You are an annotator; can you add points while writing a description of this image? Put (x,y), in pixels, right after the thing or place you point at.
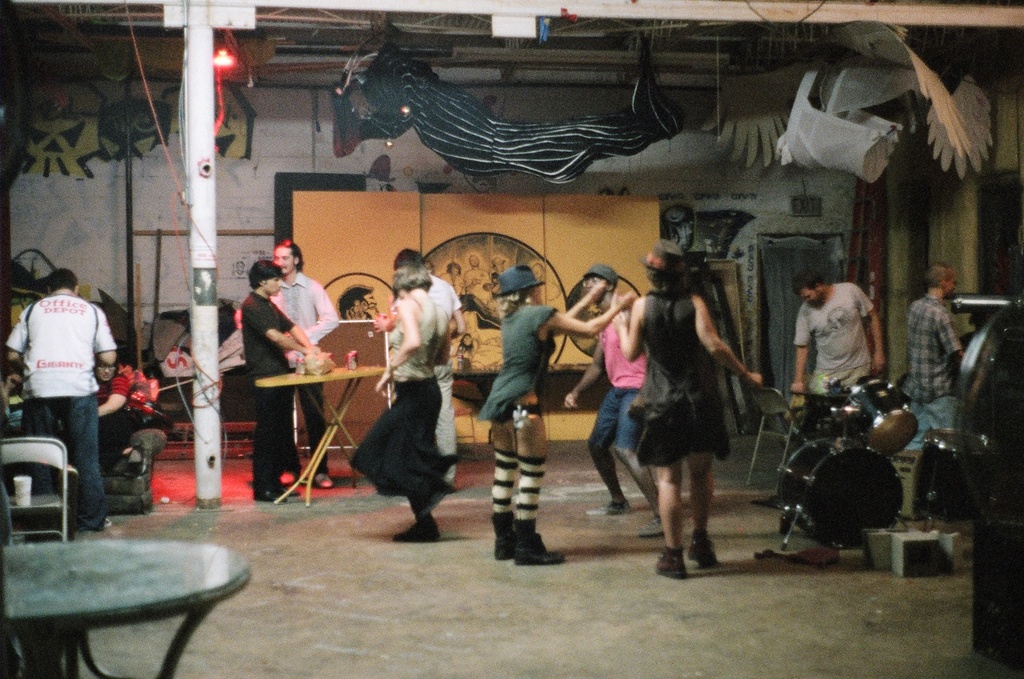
In this image there are group of persons (644,455) dancing and at the background (388,217) there are different paintings (408,217) on the wall (221,187).
